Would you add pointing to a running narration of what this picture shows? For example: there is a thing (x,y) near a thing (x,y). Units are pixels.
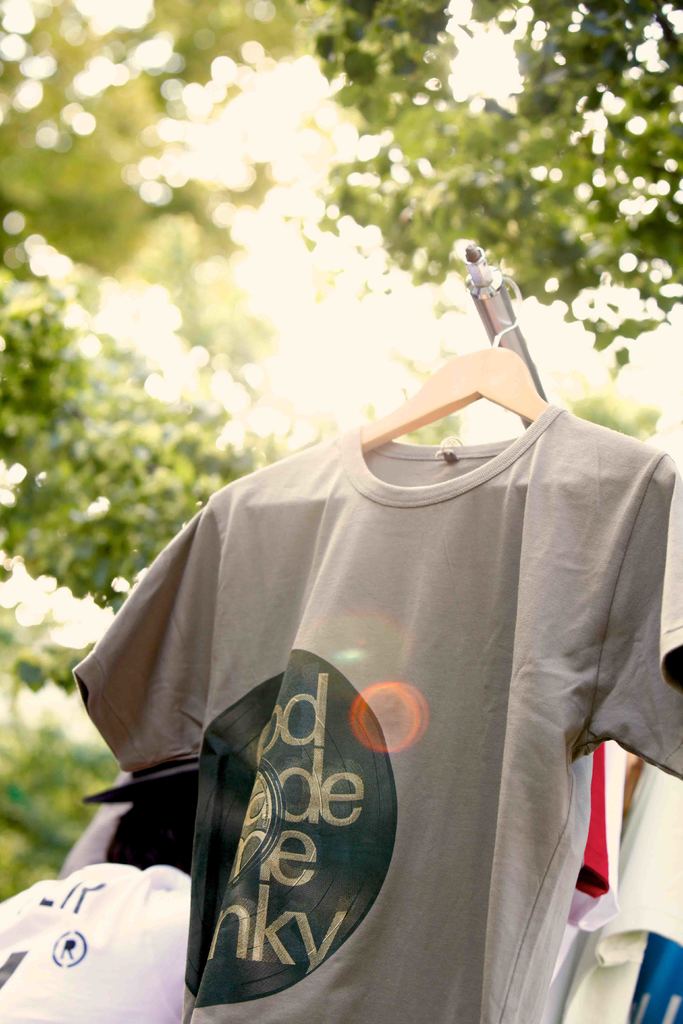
In the picture I can see a grey color T-shirt (356,740) is hanged to the hanger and placed on the pole (517,347). In the background (633,871), we can see few more objects (631,868) and the background of the image (38,491) is slightly blurred, where we can see trees (8,410).
